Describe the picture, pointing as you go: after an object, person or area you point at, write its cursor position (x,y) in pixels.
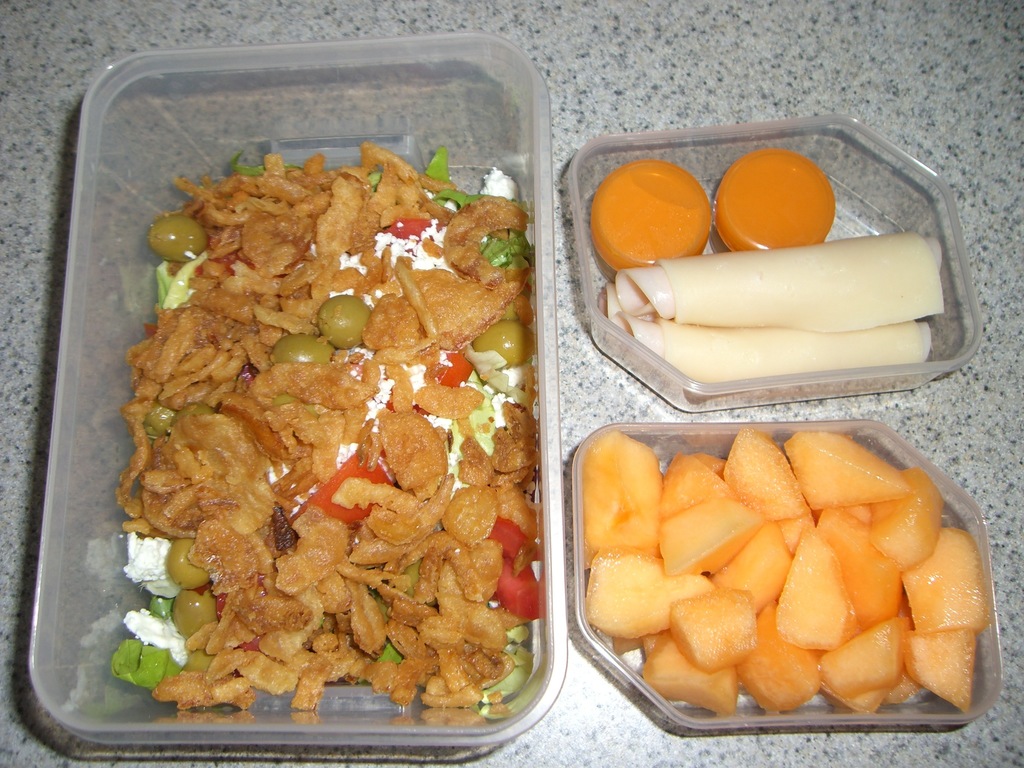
In this picture, we can see some food items (774,298) with bowl (944,315) are kept on the surface (767,17).
